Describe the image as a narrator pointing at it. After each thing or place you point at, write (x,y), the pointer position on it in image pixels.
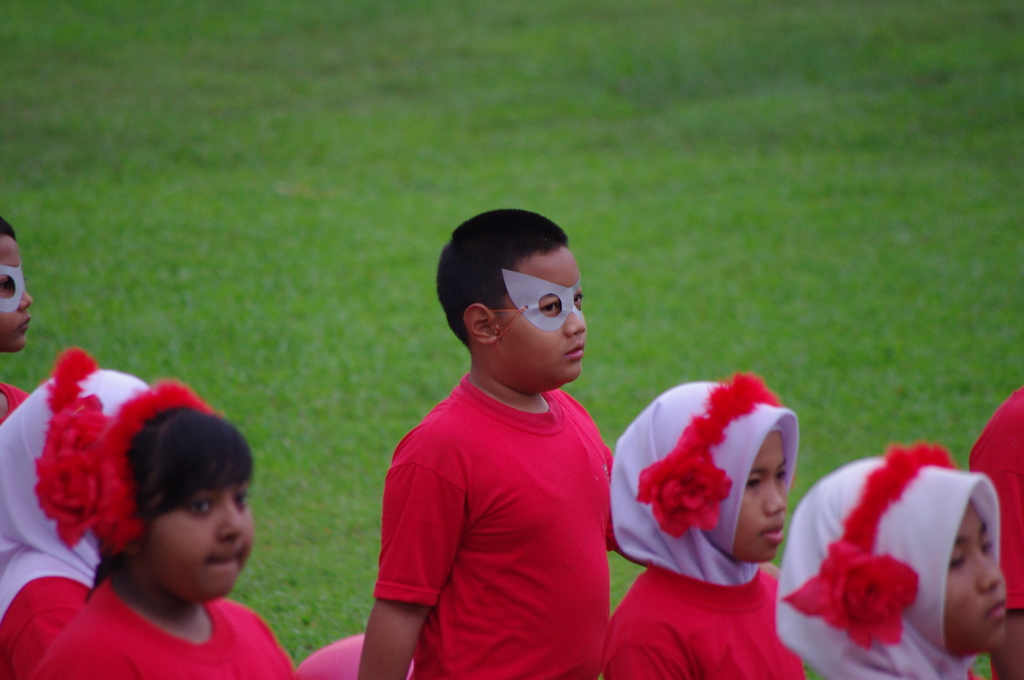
In this image there are little kids (648,489) on the surface (281,444) of the grass (472,213).
